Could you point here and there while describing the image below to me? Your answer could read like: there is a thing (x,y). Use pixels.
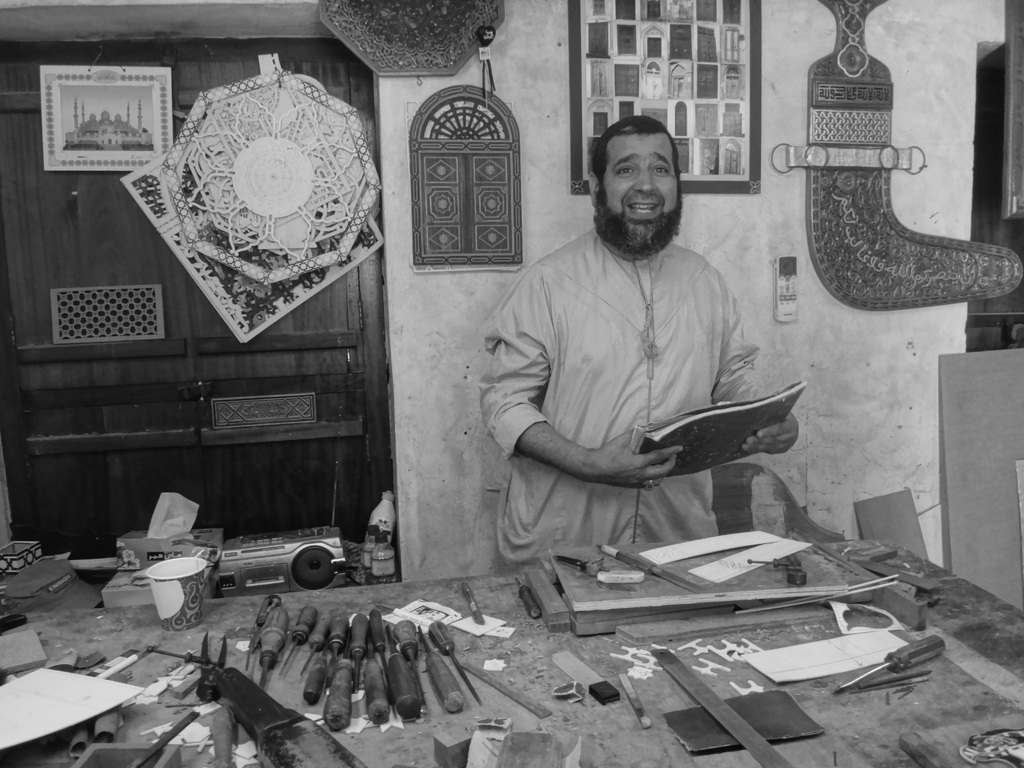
This is the picture of a room (762,264). In this image there is a person (633,279) standing behind the table (645,749) and he is holding the book (724,454). There are tools (217,679) and there is a cup (181,565), paper (21,700) on the table (827,720). On the left side of the image (304,490) there is a door (302,481) and there are frames (156,324) on door (194,334), at the bottom (332,517) there is a device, cup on the table (129,631). In the middle of the image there are frames (593,142) on the wall (853,495). On the right side of the image (856,134) there is a plaque (859,282).
